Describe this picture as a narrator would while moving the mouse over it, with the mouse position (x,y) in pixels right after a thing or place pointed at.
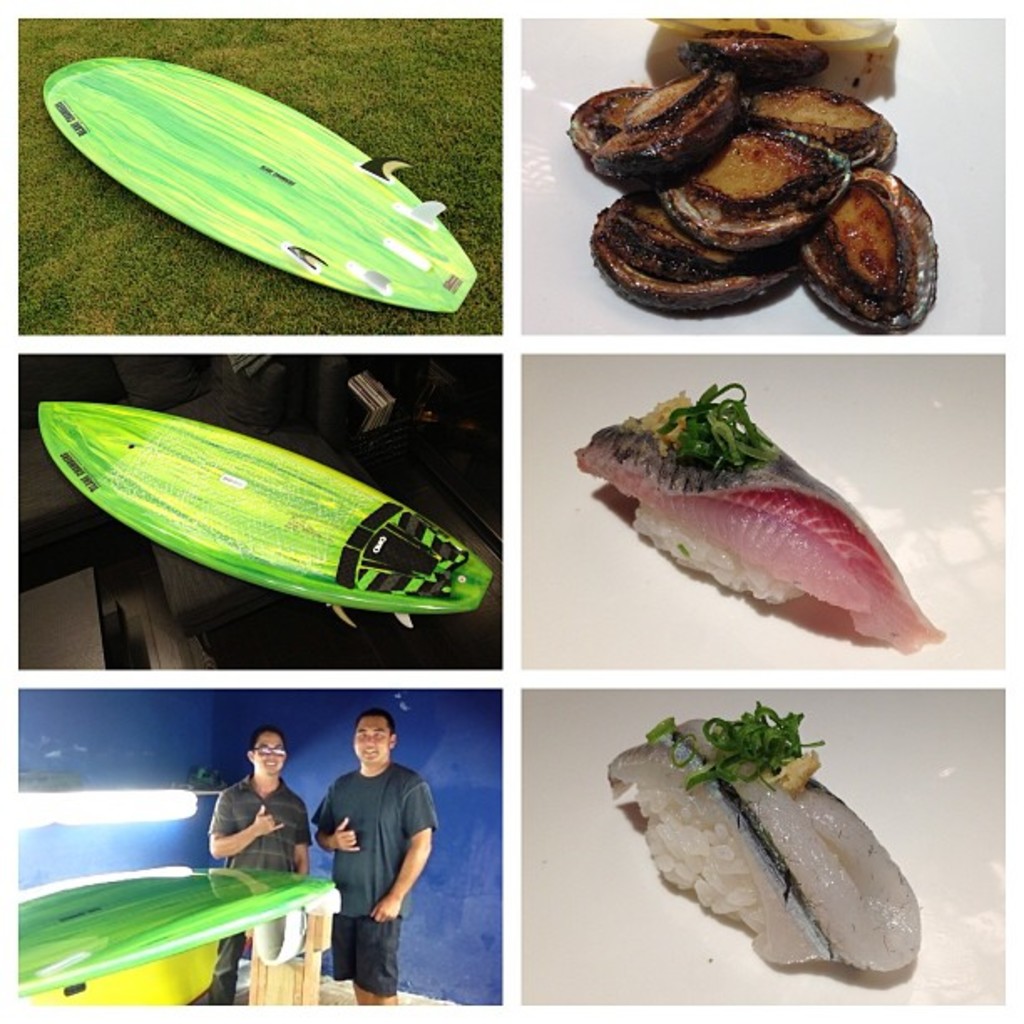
This is a collage of six images where we can see two persons (372,770), wooden objects (249,179) and some food items (734,151).
